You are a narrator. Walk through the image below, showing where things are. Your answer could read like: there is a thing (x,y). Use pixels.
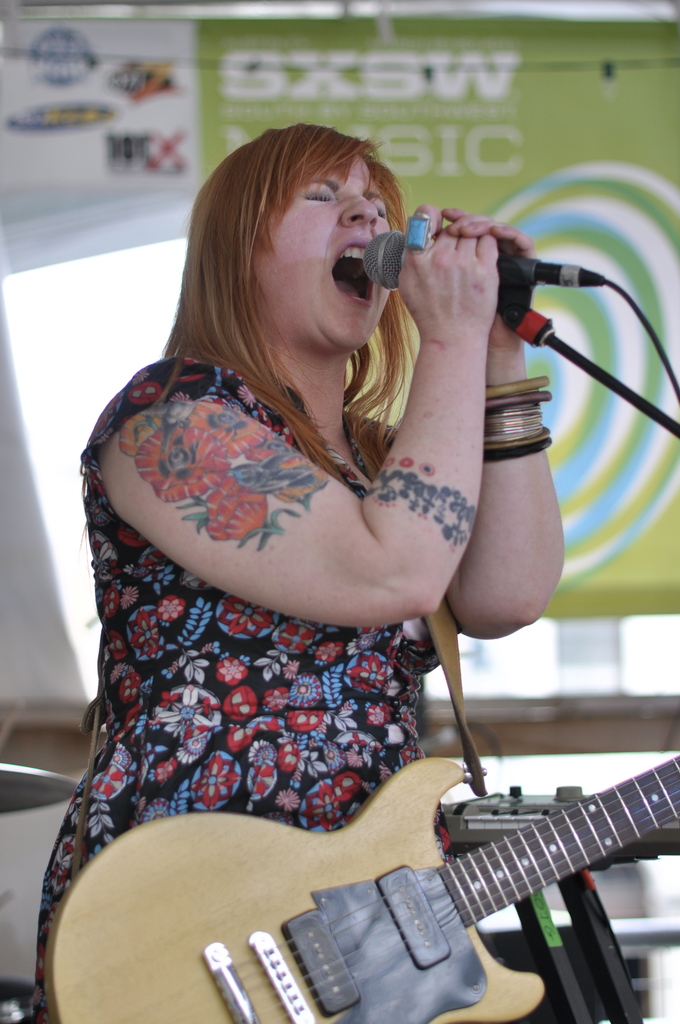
In the center (280,660) we can see one person (328,510) holding guitar (187,856) and microphone (378,257), and she is singing. And back we can see banner (589,169), wall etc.
